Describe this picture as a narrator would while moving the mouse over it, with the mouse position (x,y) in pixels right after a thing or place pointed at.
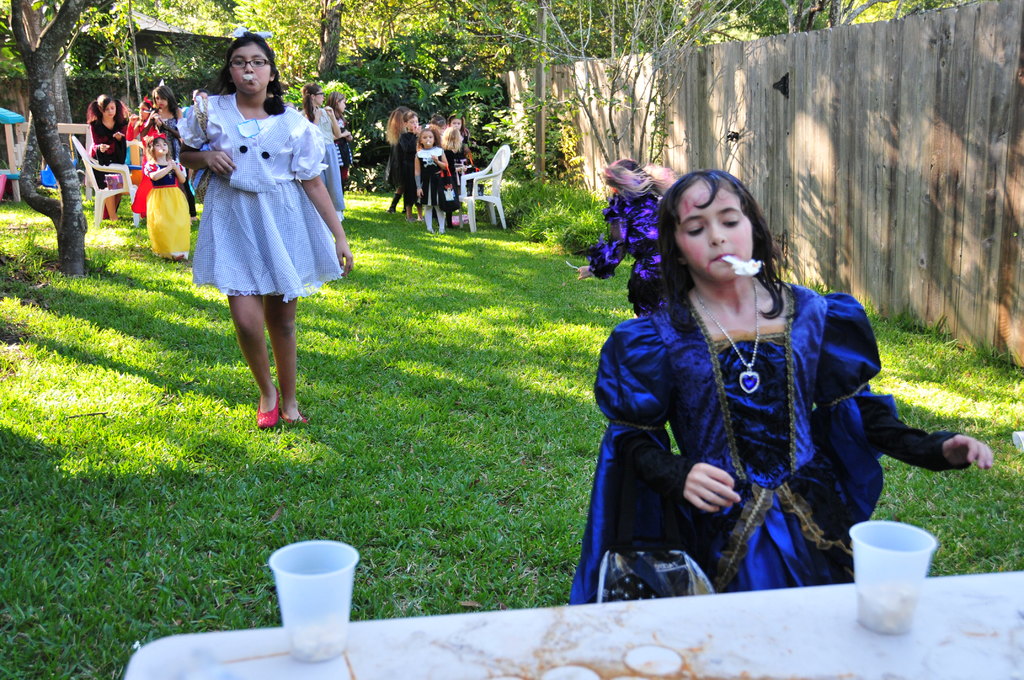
In this image we can see group of kids (624,378), walking and standing on the grass (391,294). At the bottom of the image (826,651) there is a table (625,632). On the table (841,611) we can see glasses (283,582). In the background (99,144) we can see chairs (80,149) and persons (392,152). On the right side of the image (816,12) there are trees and wooden wall (558,86). In the background (471,79) there are trees (422,49) and building (169,35).
